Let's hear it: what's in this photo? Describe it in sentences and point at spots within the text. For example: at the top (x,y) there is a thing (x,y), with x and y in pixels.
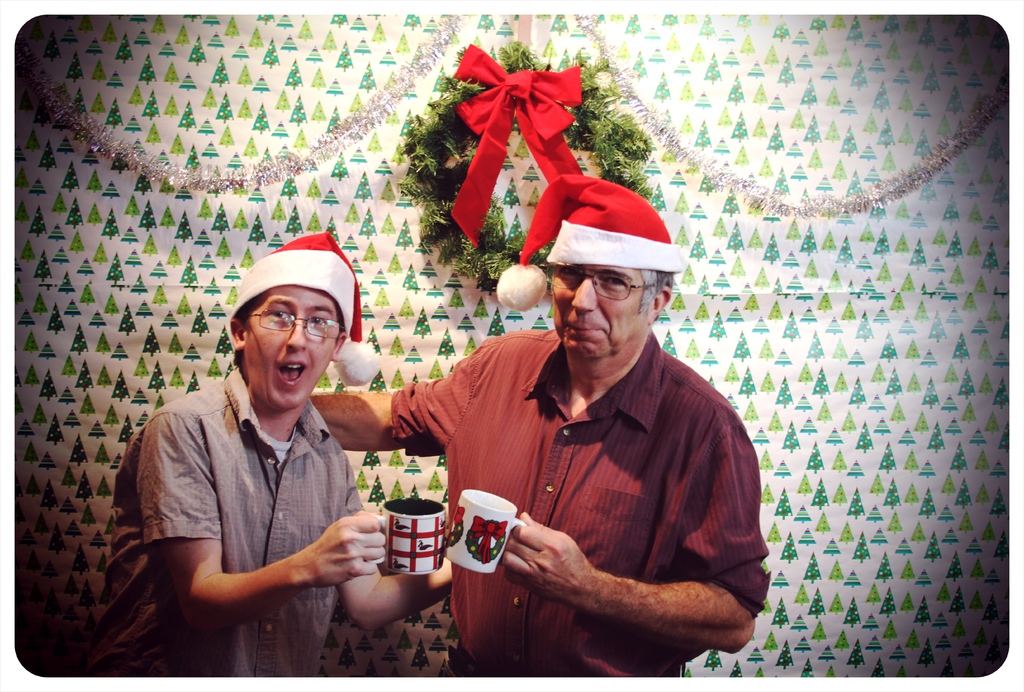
In this image I can see two people (536,395) are standing and wearing the different color dresses (514,469). These people (406,575) are holding the cups (419,548) and also wearing the caps (322,260). In the background (209,198) there is a banner (288,177) and I can see the decorative wreath (422,215) and the ribbon (519,95) on it.
